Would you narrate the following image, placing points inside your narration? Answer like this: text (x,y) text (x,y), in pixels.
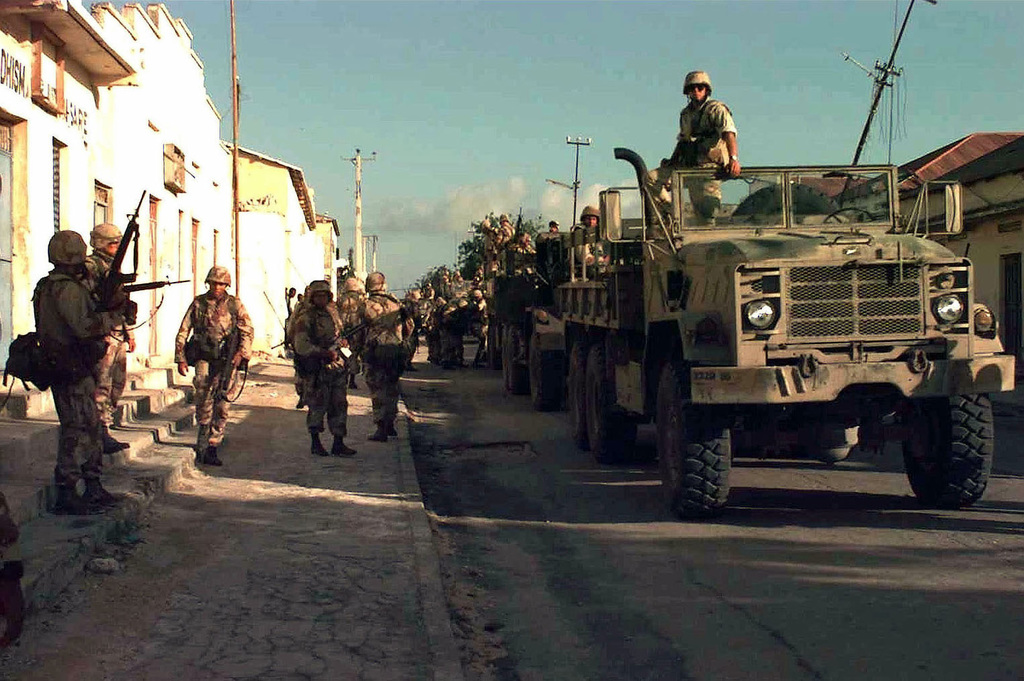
In this image I can see the road (566,503). On the road (566,503) there are many vehicles (709,330) and some people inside the vehicles (662,264). To the side I can see few more people (358,343) standing and wearing the military uniforms (191,345). I can see the houses (233,293) to the side of the road (561,448). In the back (451,257) I can see the clouds (463,206) and the blue sky (481,68).
